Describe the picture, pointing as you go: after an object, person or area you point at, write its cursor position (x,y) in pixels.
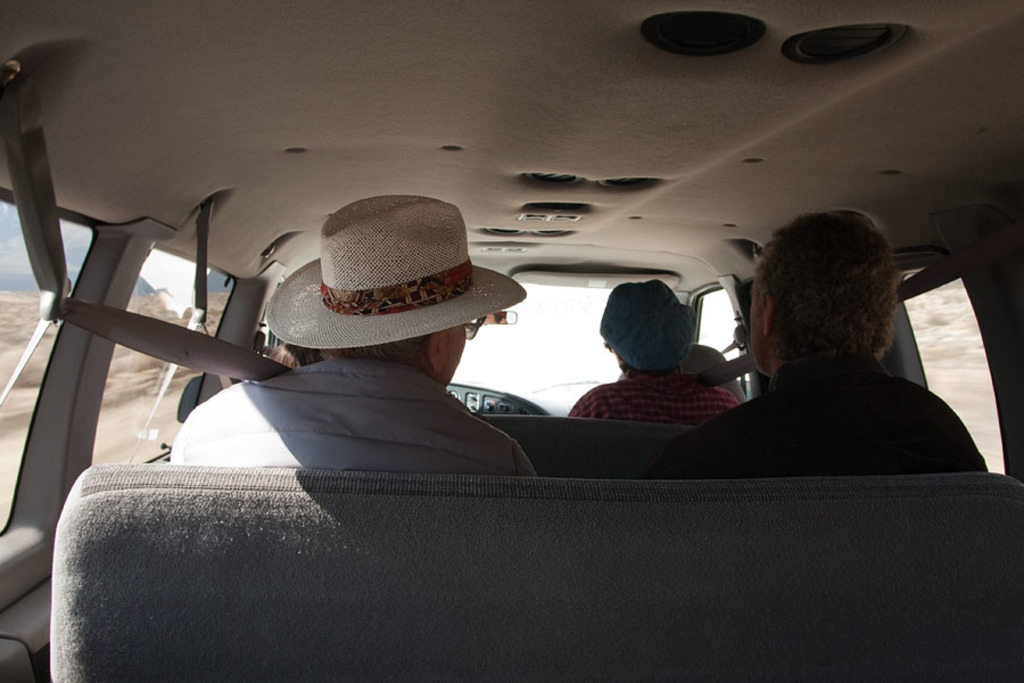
Here in this picture we can see a group of people (627,378) sitting in a car (376,506), travelling over a place (157,385) and the man (350,395) on the left side (331,373) is wearing a hat (370,335) and through the windows (172,397) we can see plants (145,376) present on the ground (212,300).
